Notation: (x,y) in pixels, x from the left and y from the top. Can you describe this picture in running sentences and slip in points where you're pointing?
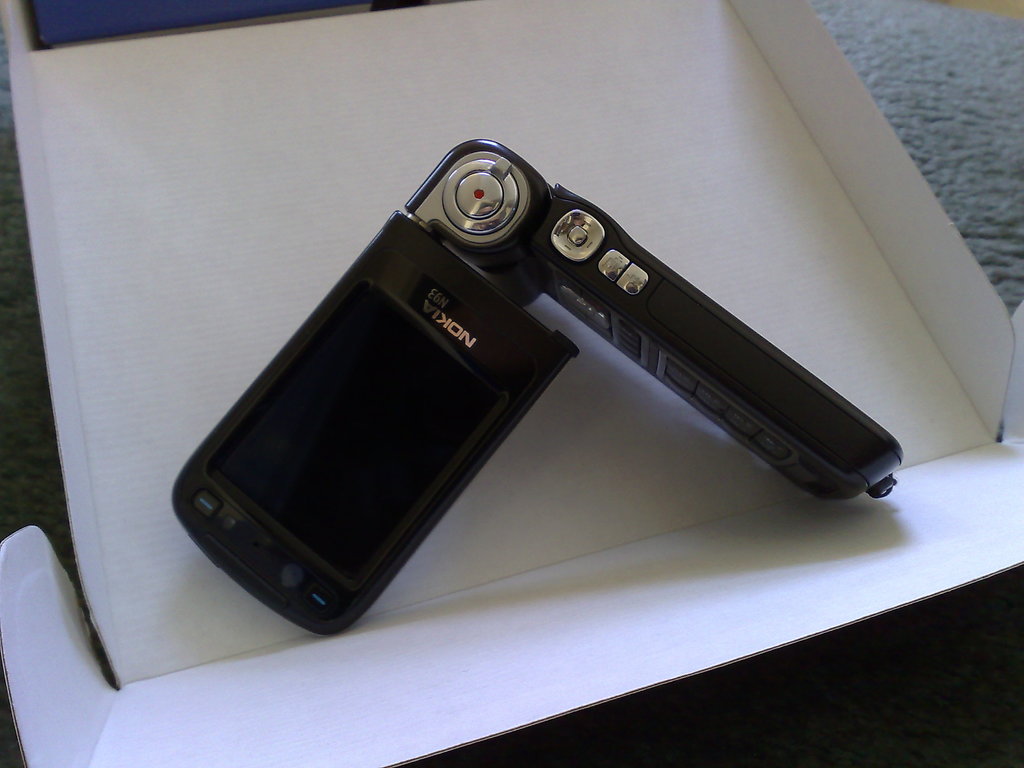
This image is taken indoors. In the background (914,63) there is a surface (936,60). It is gray in color. In the middle of the image (380,393) there is a mobile phone (437,353) on the cardboard box (412,639).
